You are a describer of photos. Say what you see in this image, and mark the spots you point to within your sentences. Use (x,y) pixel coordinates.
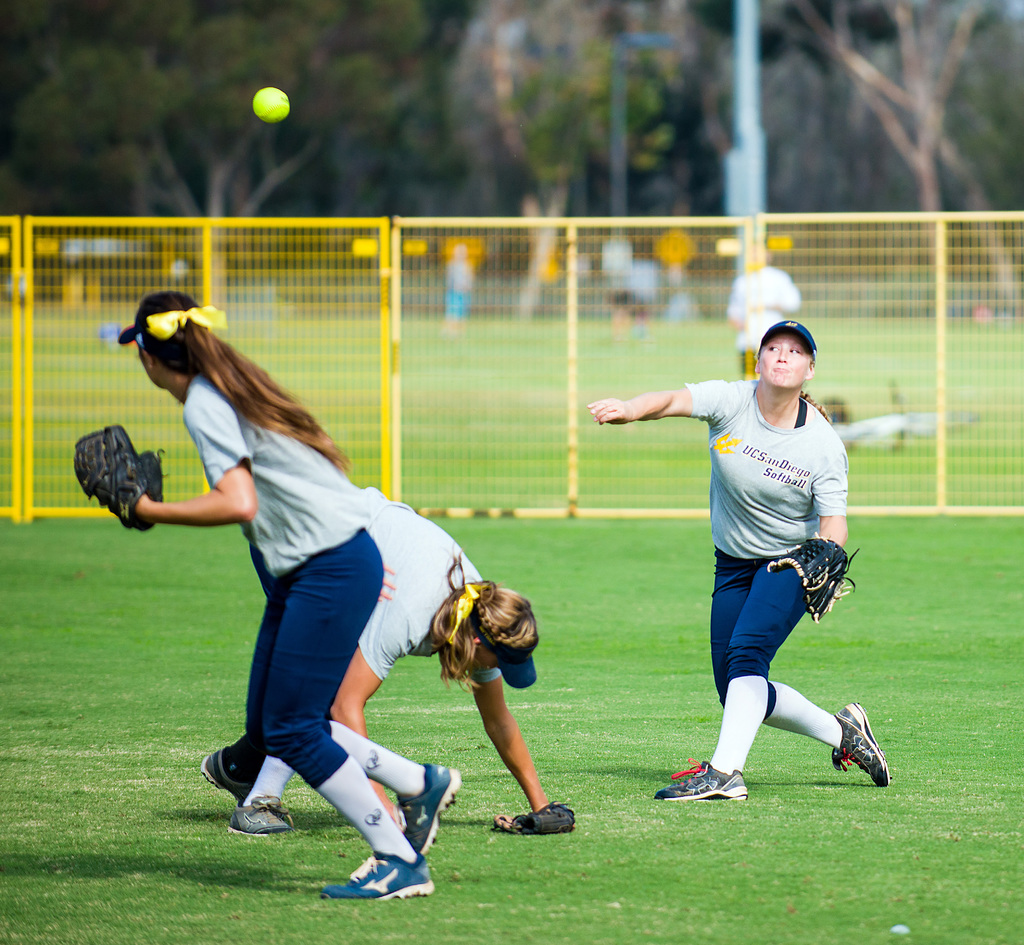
In this image there are a few people (792,434) playing on the ground (425,742) with a ball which is in the air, behind them there is a net fence (384,375), behind that there are a few people (765,298) standing. In the background (603,97) there are trees (777,78) and a pole (751,207).
